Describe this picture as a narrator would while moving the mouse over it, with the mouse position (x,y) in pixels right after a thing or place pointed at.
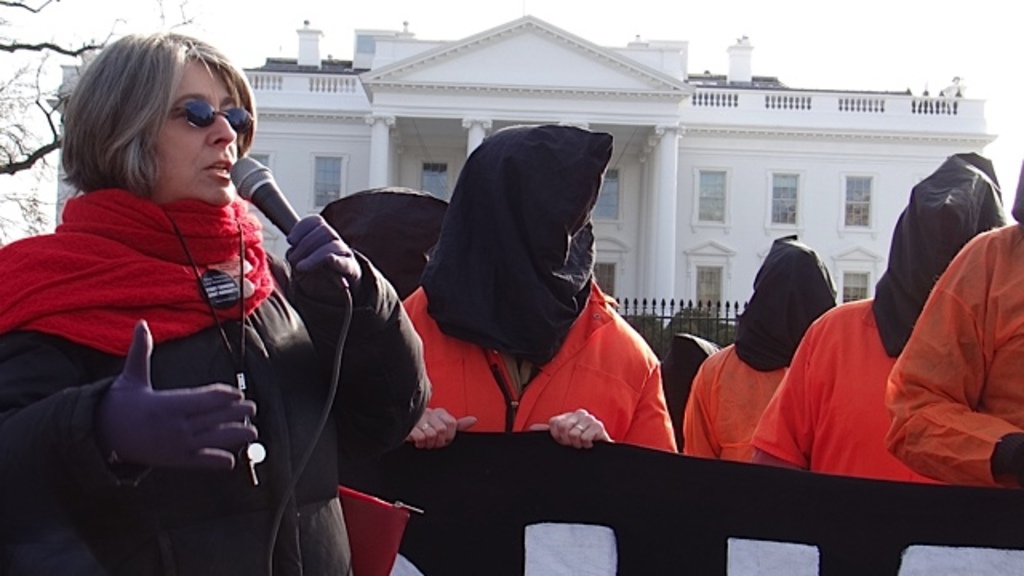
This image consists of many people (220,434). On the left (142,304), there is a woman (195,371) wearing a black jacket (237,331) and talking in a mic (273,203). On the right (887,380), there are few people (770,435) wearing orange jackets (786,406) and their faces (565,182) are covered with the blinds (751,300). In the background (454,112), there is a building (366,86) in white color. On the left (23,6), we can see a tree (25,98). At the top (850,39), there is sky (497,11).
